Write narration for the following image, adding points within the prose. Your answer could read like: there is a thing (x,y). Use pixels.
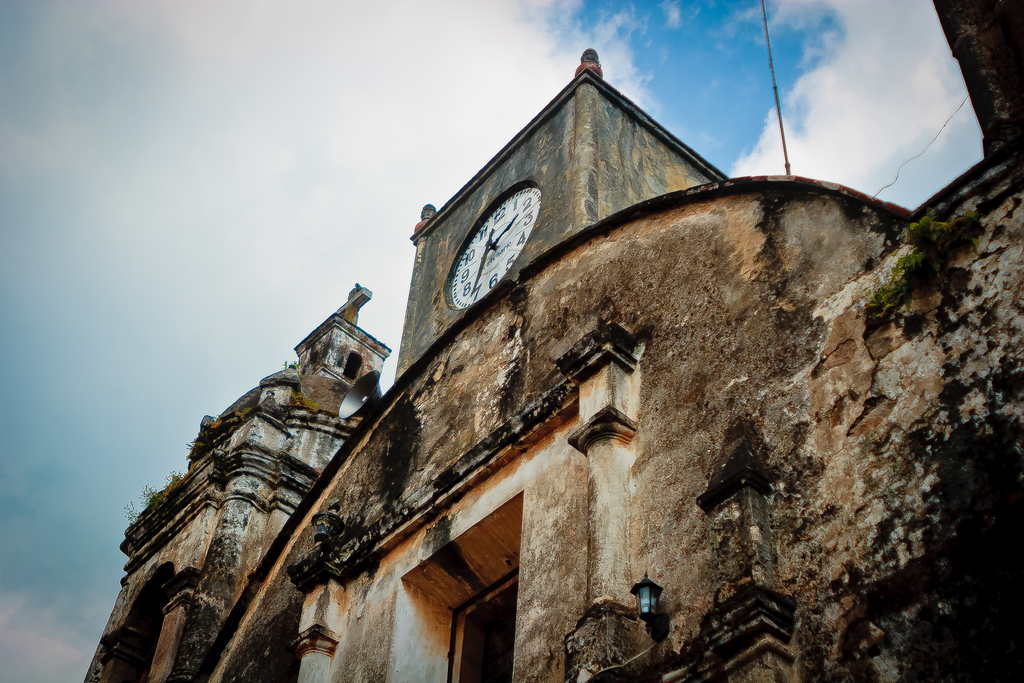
In this picture there is a clock tower (544,233). At bottom (513,615) there is a door (474,639) and we can see a monument (658,329). At the top (404,25) we can see sky (496,38) and clouds (391,67).
